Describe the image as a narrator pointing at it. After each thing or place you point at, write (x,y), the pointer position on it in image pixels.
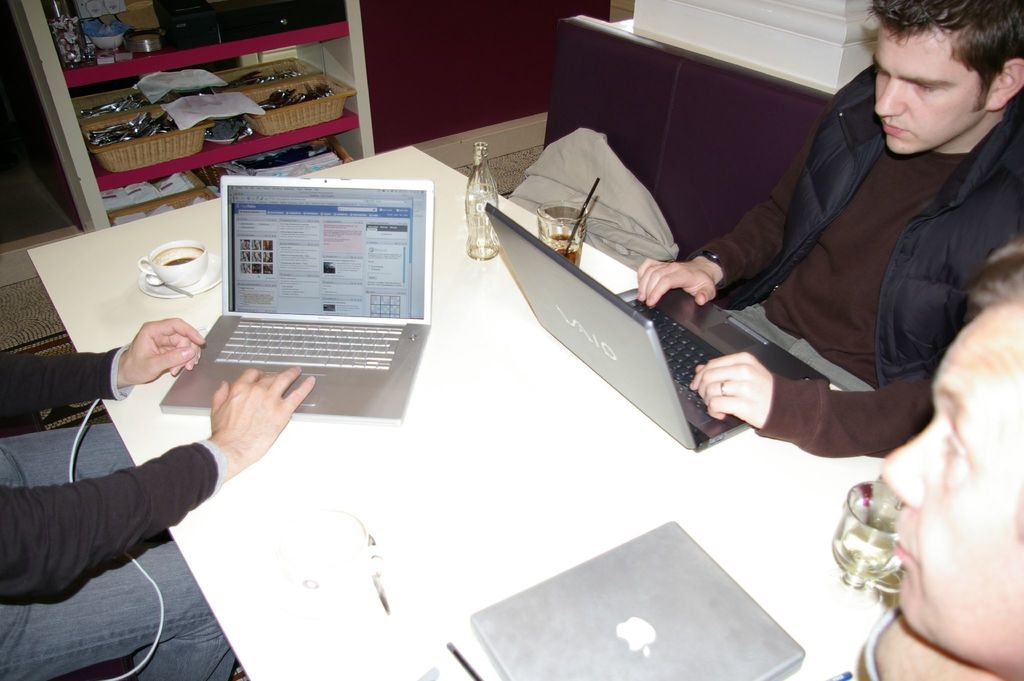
In the background (174,81) we can see the objects (276,33) and baskets (317,115) in the racks (353,67). In this picture we can see the people (854,215) near to a table (203,319). On the table (393,451) we can see the laptops (715,317), cup (195,258), saucer (212,281), spoon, bottle (483,243), glasses (561,233), drink (574,243) in the glass (576,222) with a black straw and few objects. In this picture we can see the floor carpet (50,309) on the floor (59,314) and a pillar (783,47) is visible on the right side of the picture (746,40).
